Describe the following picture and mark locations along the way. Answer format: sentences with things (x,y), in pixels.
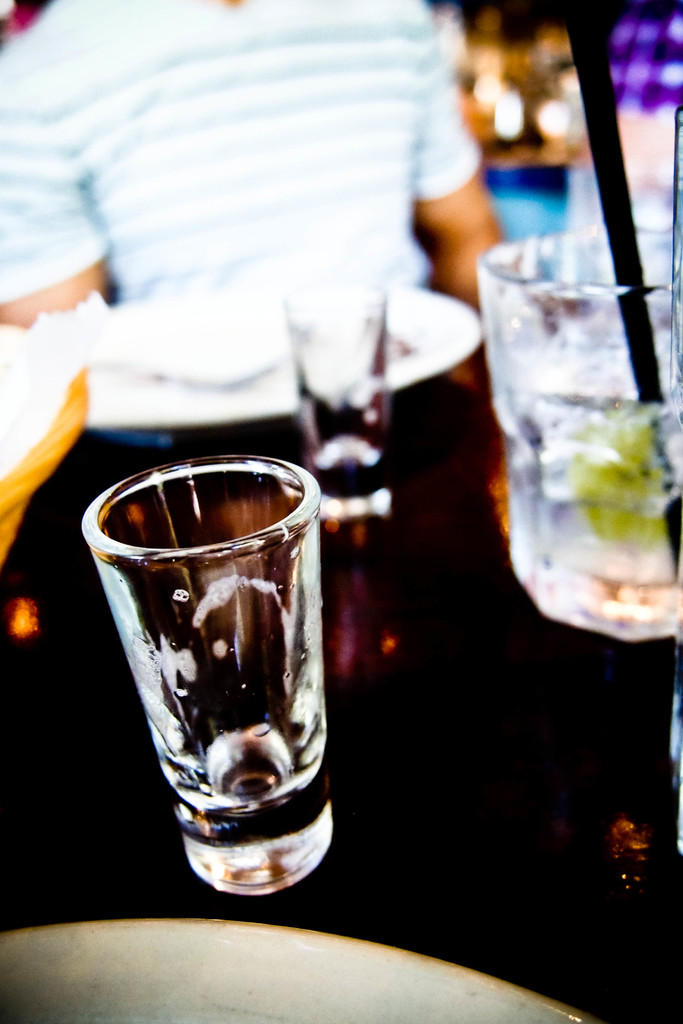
Here I can see few glasses (265,534). It seems to be a glass (248,517) is on the table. At the bottom (220,1005) there is a plate (189,964). In the background (301,285) a person (348,230) is sitting and there is a plate (204,404). The background (517,79) is blurred.
